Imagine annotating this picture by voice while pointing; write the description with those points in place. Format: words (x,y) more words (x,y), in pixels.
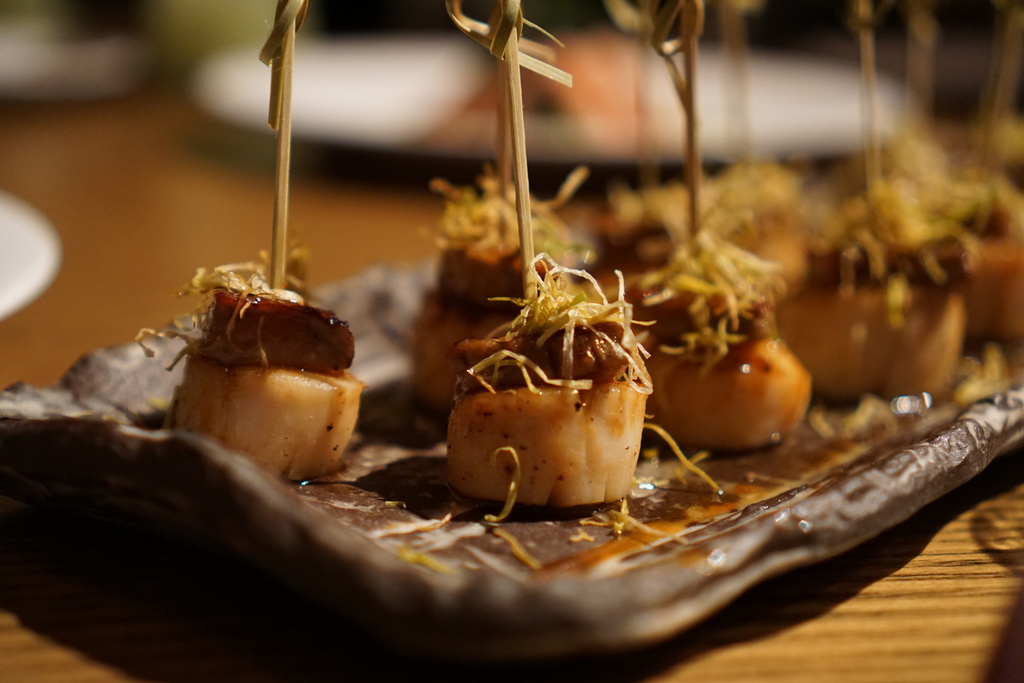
This is a zoomed in picture. In the center (530,236) there is a tray (411,594) containing some food items (440,333) and the tray (739,451) is placed on the top of the wooden table (971,555). In the background (457,87) we can see there are some items (303,76) placed on the table (314,159).
